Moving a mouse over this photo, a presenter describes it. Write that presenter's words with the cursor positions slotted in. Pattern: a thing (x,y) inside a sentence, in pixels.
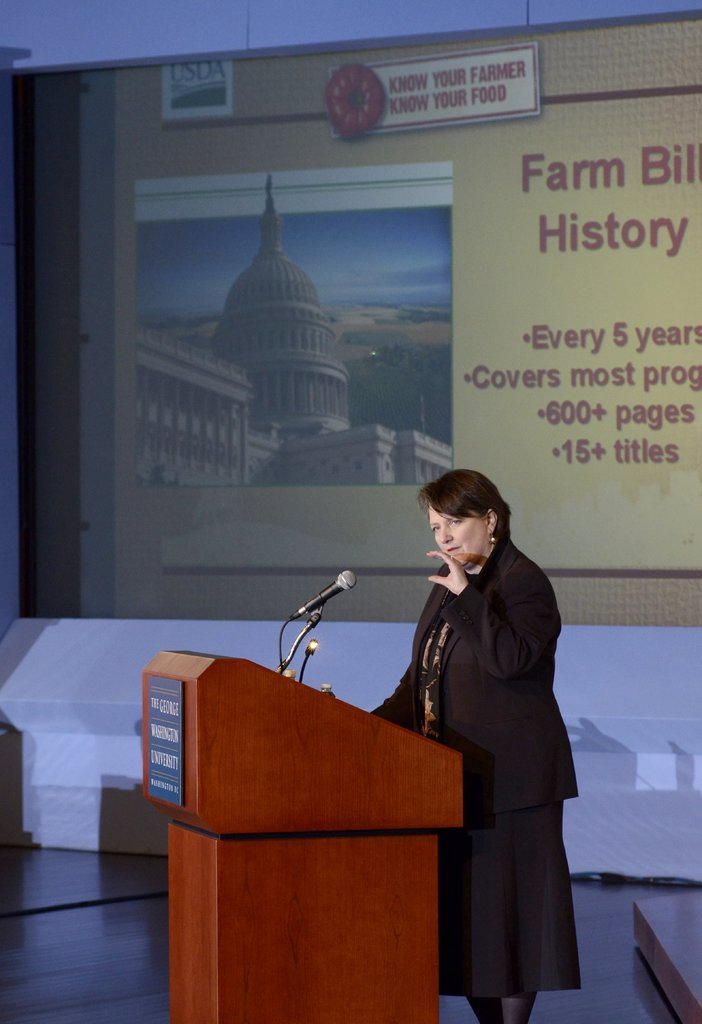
In this picture we can see a woman (539,735) wearing black suit (505,727), standing at the speech desk (352,834) and giving a speech. Behind there is a projector screen (244,425).
